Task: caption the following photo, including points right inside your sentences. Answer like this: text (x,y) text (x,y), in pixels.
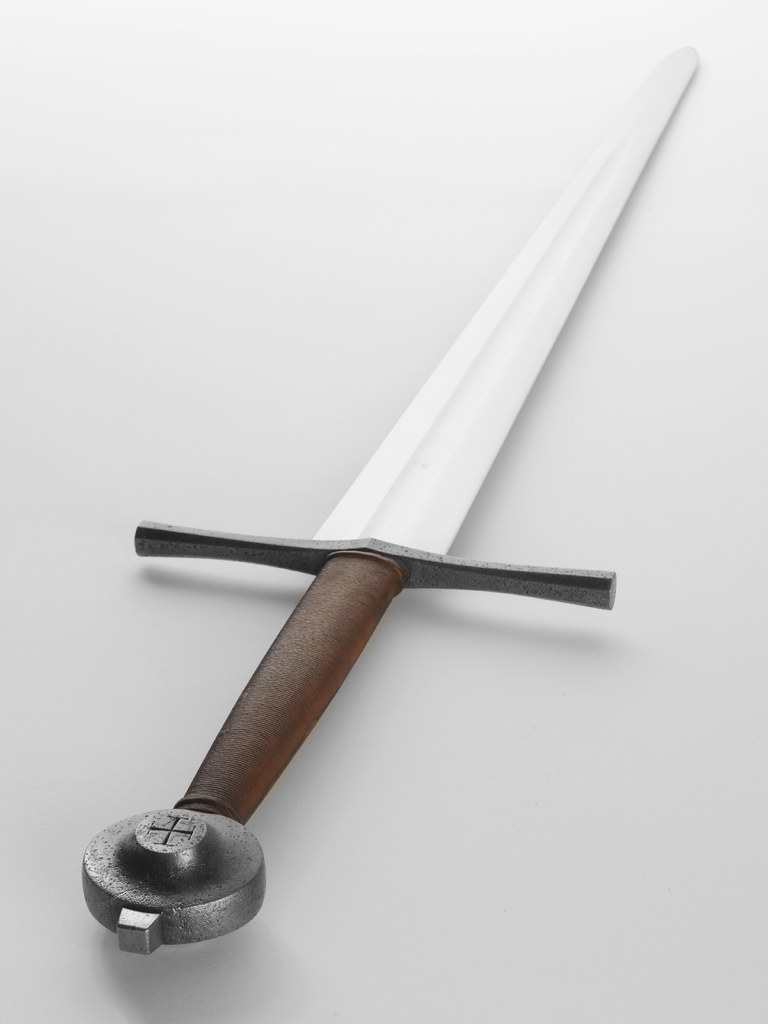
In this image the background (426,920) is gray in color. In the middle of the image (374,590) there is a sword (518,308).
